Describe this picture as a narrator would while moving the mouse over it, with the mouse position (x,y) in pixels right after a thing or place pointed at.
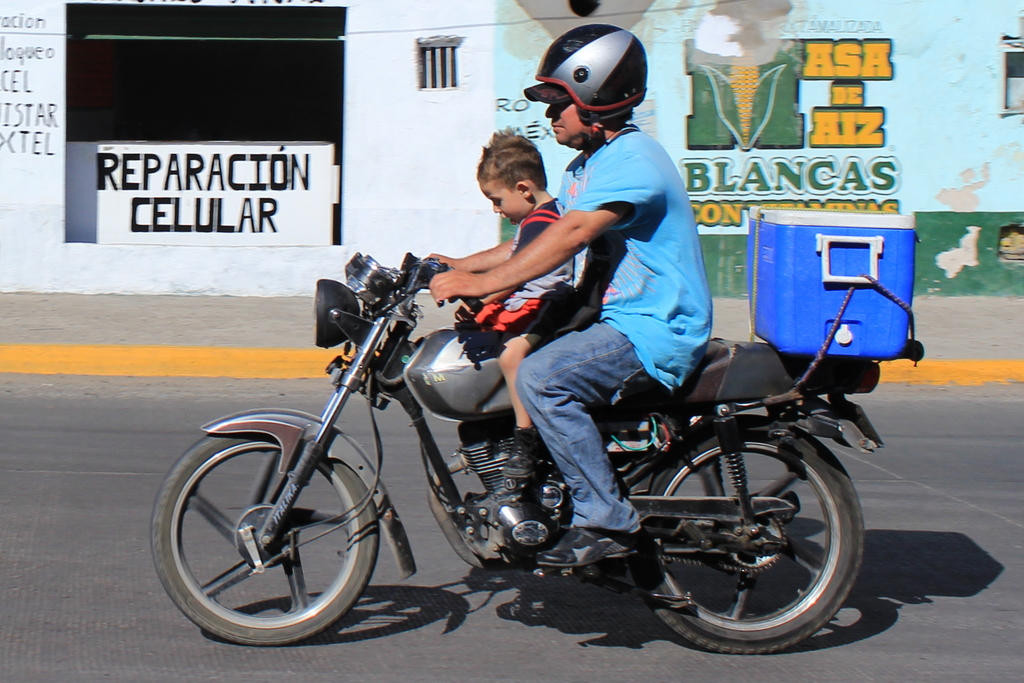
This picture shows a man (620,266) and a boy (542,317) moving on a motor cycle (450,475) on the road (28,395) and we see a box (777,312) tied to the vehicle (753,440).
